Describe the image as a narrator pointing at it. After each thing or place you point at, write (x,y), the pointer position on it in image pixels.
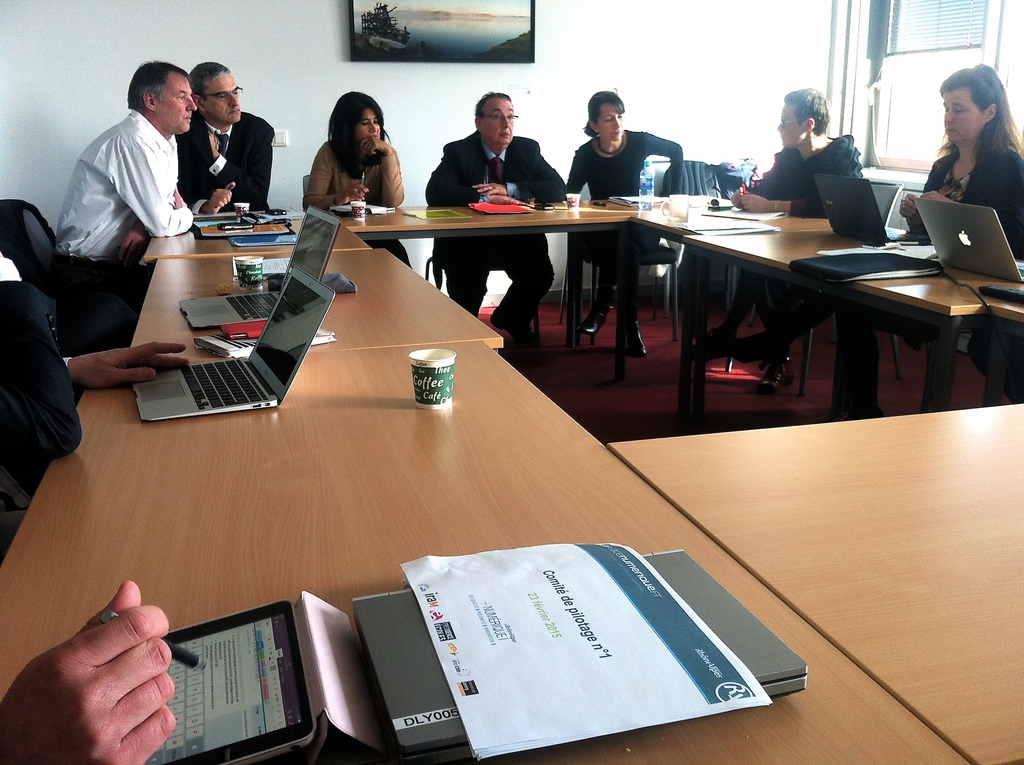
This image is clicked inside. There are so many tables (478,519) and chairs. On the tables (478,514) there are cups (415,391), laptops (249,358), books (221,340), pens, papers (474,636), Water bottles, mobile phones (236,331). People (797,107) are sitting on chairs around the tables (266,254). There is a photo frame (377,54) on the top (507,5). There is a window blind (963,21) on the top right corner (978,30).
